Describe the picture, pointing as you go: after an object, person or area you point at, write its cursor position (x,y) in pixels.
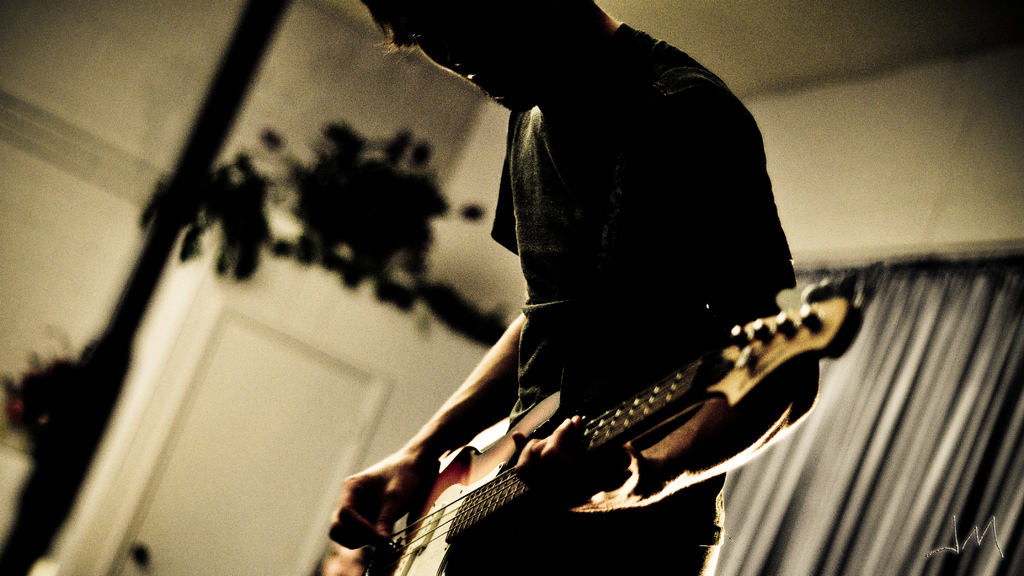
This picture shows a man (500,233) standing and playing guitar (436,541).
